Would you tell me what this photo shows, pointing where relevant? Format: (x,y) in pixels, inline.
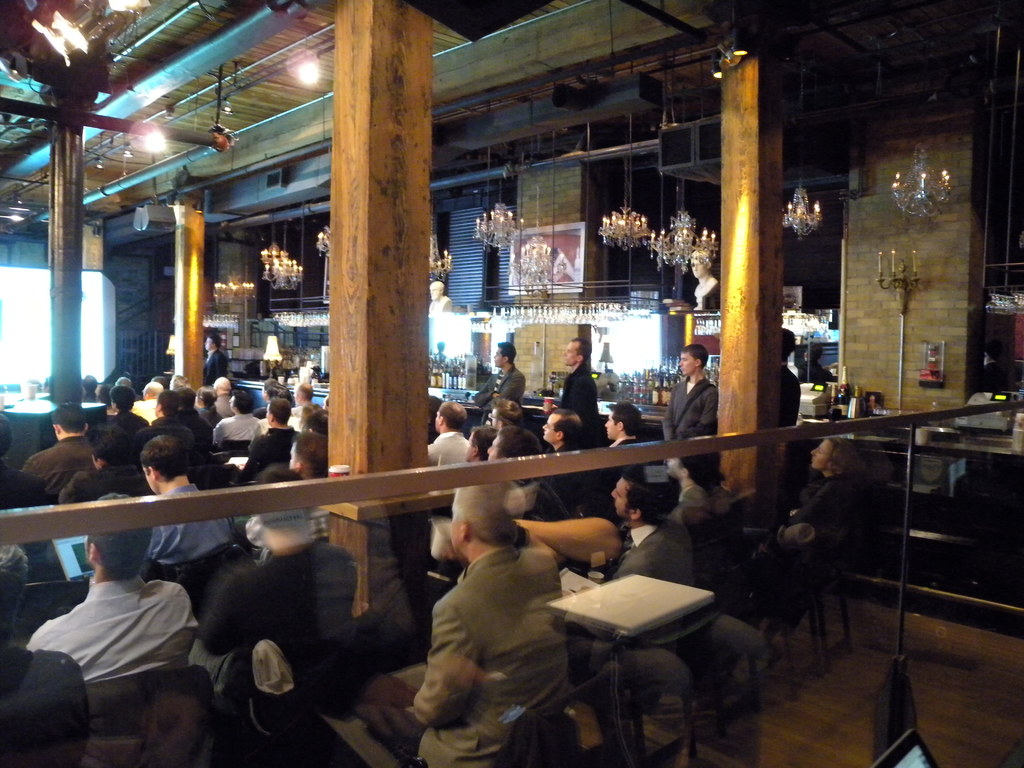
In this picture I can see few people (483,555) are sitting in the chairs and a man (116,556) working on a laptop (73,542) and I can see chandelier lights (545,261) and few lights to the ceiling (166,41) and few people (570,371) are standing and it looks like a laptop (582,592) on the table (582,592).
